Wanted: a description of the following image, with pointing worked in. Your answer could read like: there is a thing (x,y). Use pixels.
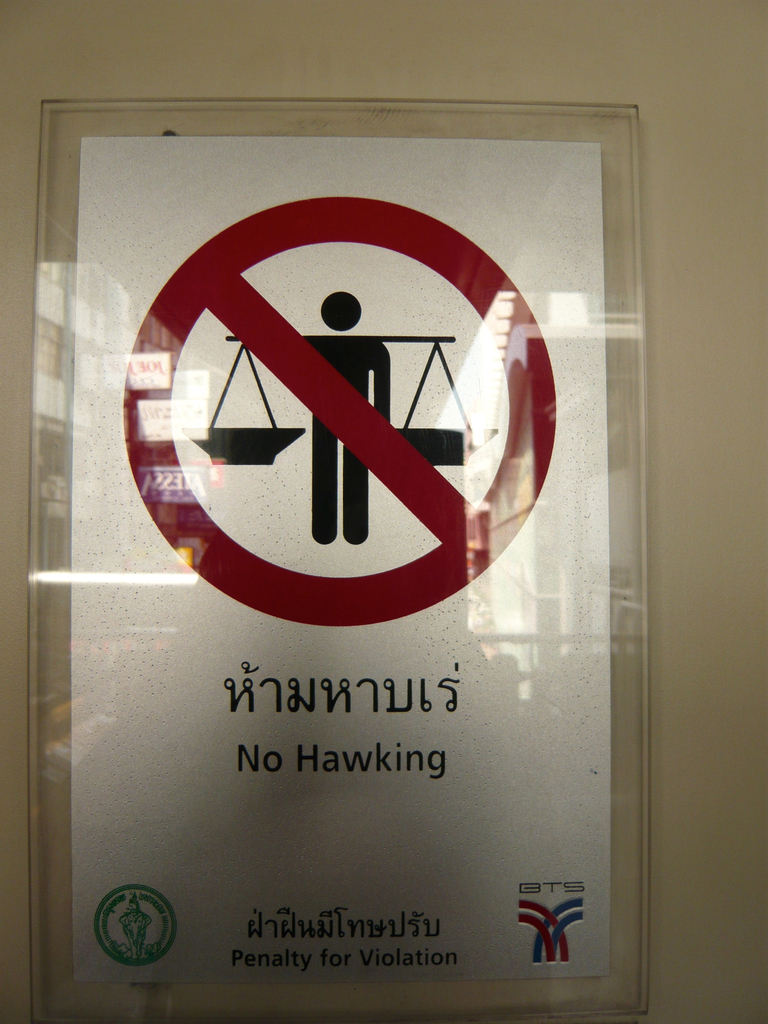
In this picture I can see a poster (491,433) in the glass box (189,385) and I can see text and I can see a caution sign (308,264) at the top (444,232) and couple of logos (544,906) at the bottom of the picture (531,889), It looks like a sign board (337,341).
